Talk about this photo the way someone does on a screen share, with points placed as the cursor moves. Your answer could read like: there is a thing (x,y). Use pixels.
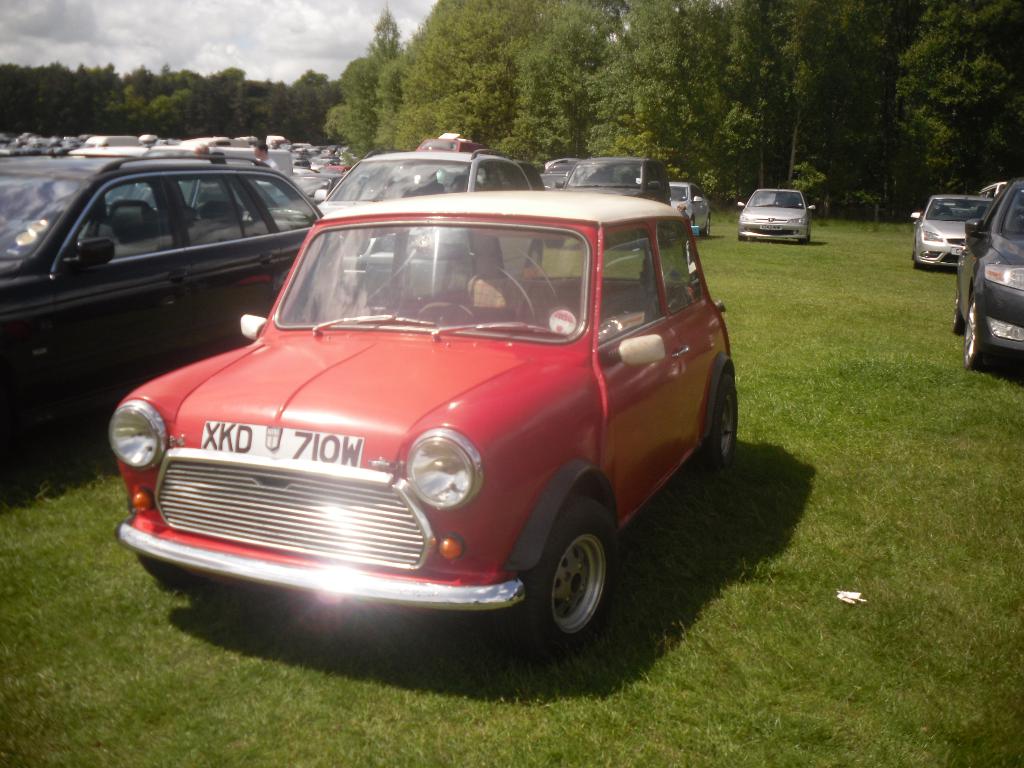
In this image we can see many vehicles (250,140). On the ground (796,590) there is grass (796,590). In the background (459,82) there are trees (351,68). Also there is sky (271,59).
